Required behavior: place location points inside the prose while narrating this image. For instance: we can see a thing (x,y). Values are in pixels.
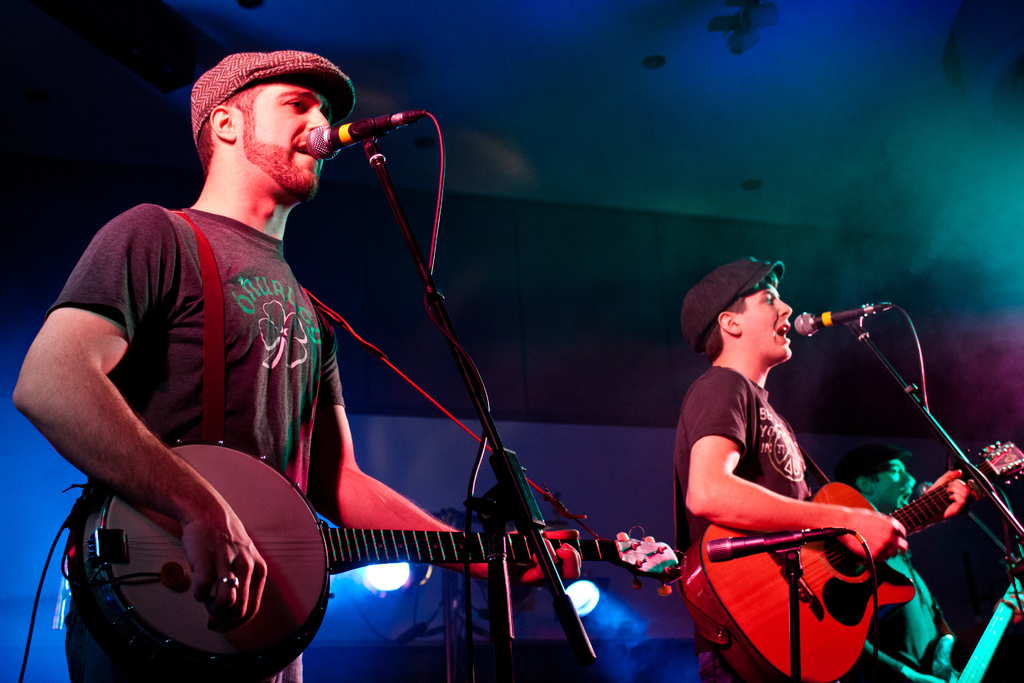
On the left side (194,281) one person (210,494) is holding a musical instrument (276,491) and singing. He is wearing a cap (219,84). On the right side (712,431) person (727,415) is wearing black t shirt (754,384) and wearing a cap (714,287) and singing and he is holding a guitar (839,589) and there is a mic stand (861,337) is in front of him.
